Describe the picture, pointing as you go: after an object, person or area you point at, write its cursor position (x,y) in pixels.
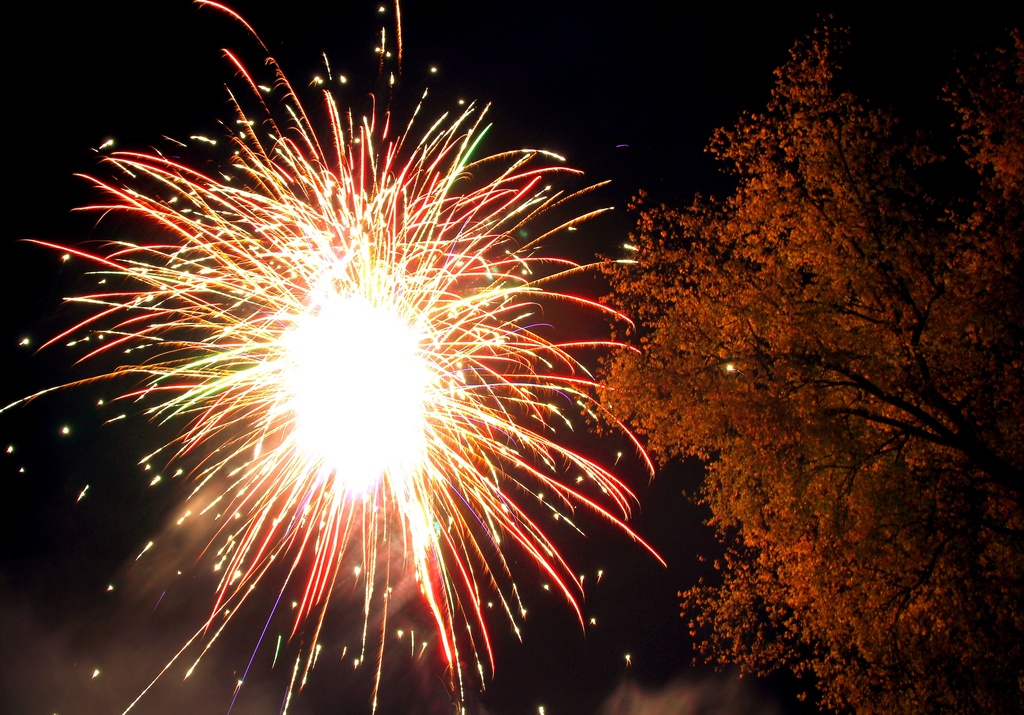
In this image I can see fireworks (311,342) and to the right side of the image (927,399) I can see a tree (916,377) which is orange in color. I can see the dark sky (625,66) in the background (359,80).
